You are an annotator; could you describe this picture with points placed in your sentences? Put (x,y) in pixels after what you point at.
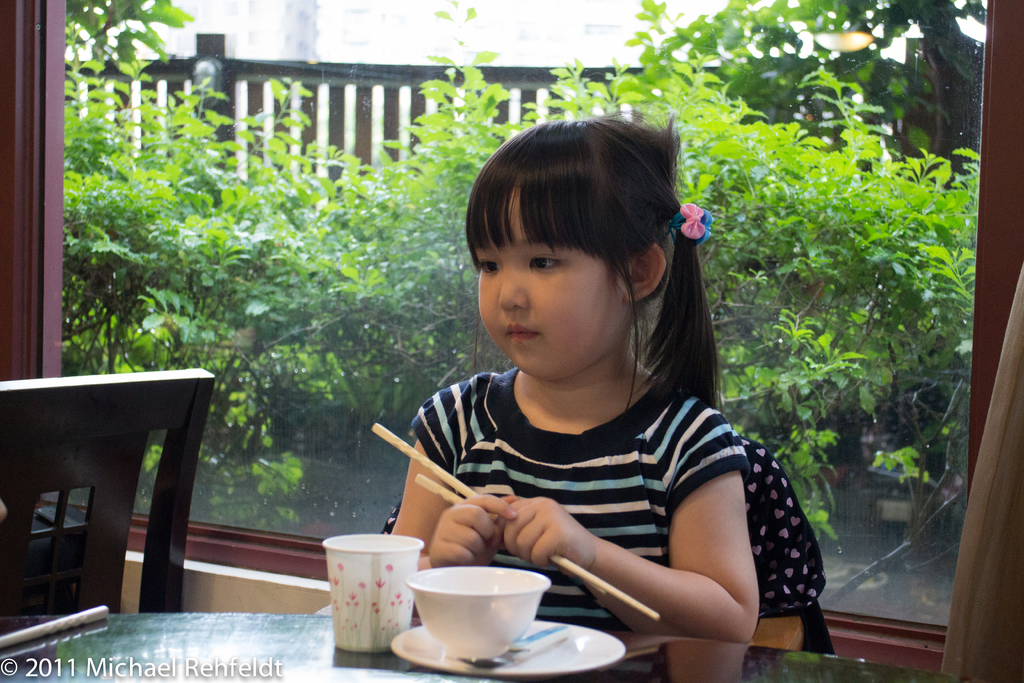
Here I can see a girl (585,479) wearing t-shirt (631,497) and sitting on the chair (774,626) in front of the table (706,668). She is holding two chopsticks (573,566) in the hands (482,499). On the table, I can see a glass (361,604), saucer (417,650), bowl (465,629) and spoon (524,649). On the left side (107,518) there is another chair (103,559). At the back of her I can see the glass (385,148) through which we can see the outside view. In the outside there are many plants (411,179) and fencing (390,101).
